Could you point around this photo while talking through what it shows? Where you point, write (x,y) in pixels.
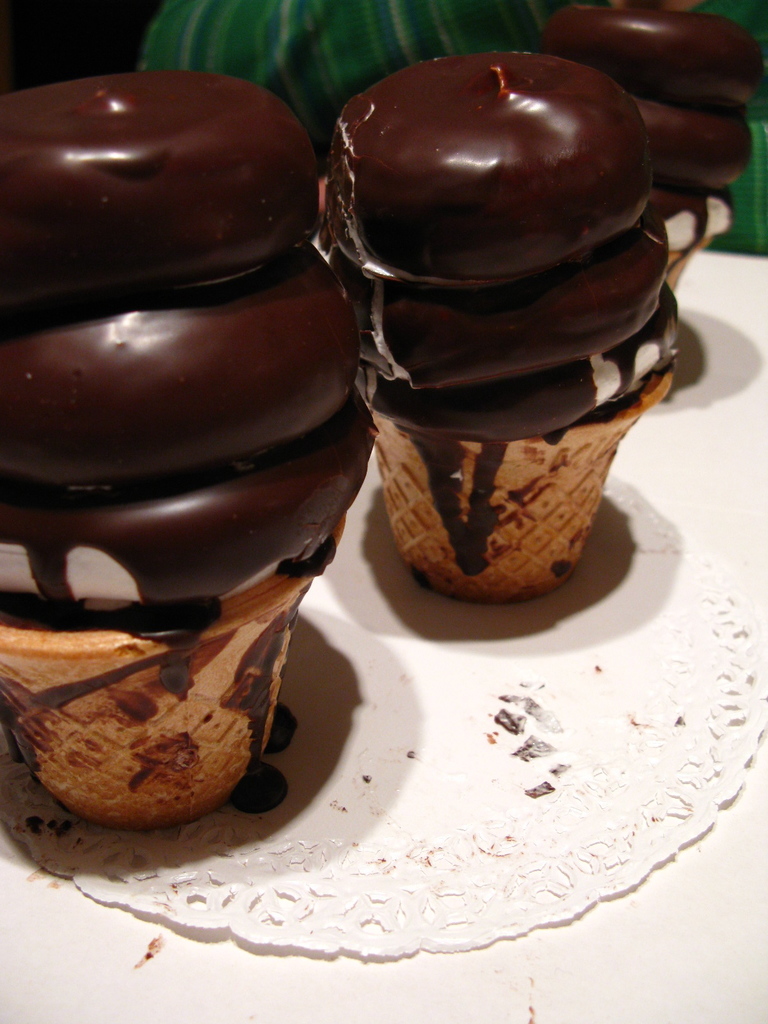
In this picture we can see a mat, food (668,265) on the white surface (585,1016) and in the background (225,55) we can see a cloth (392,13).
